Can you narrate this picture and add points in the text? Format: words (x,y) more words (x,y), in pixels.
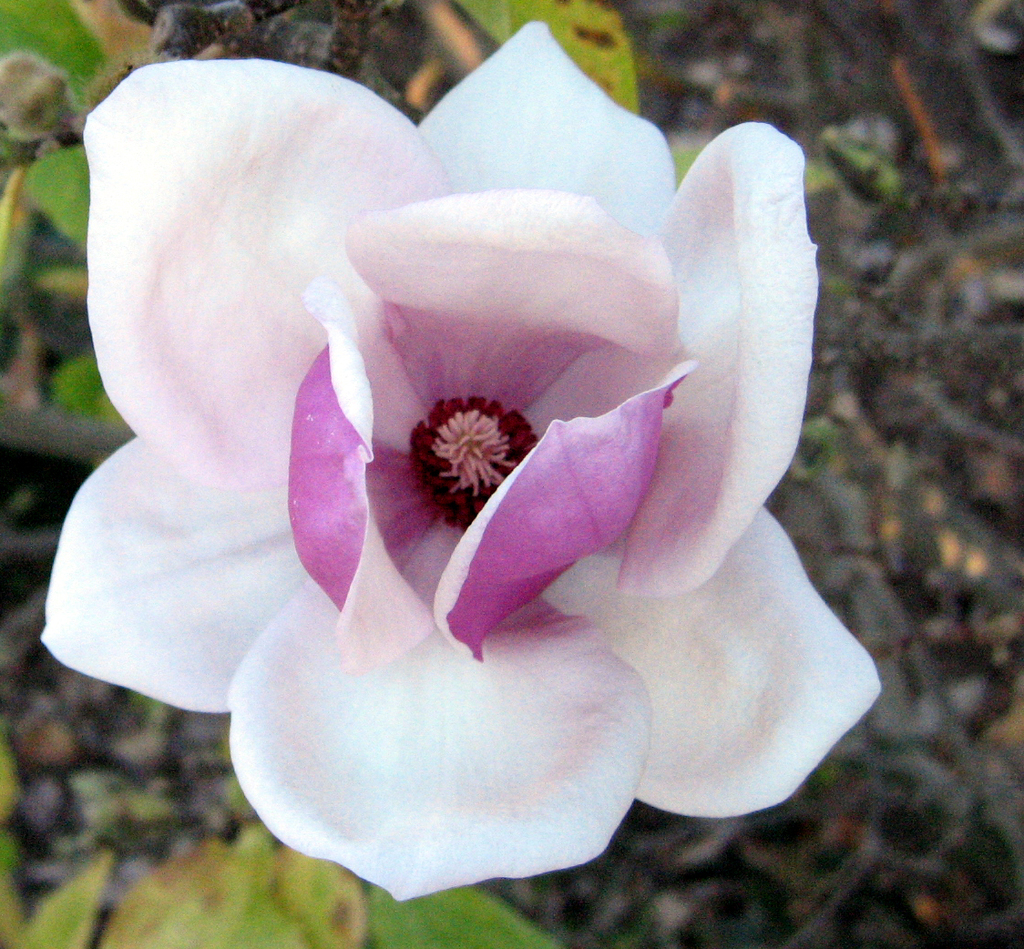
In this picture I can see the flower (534,376).
